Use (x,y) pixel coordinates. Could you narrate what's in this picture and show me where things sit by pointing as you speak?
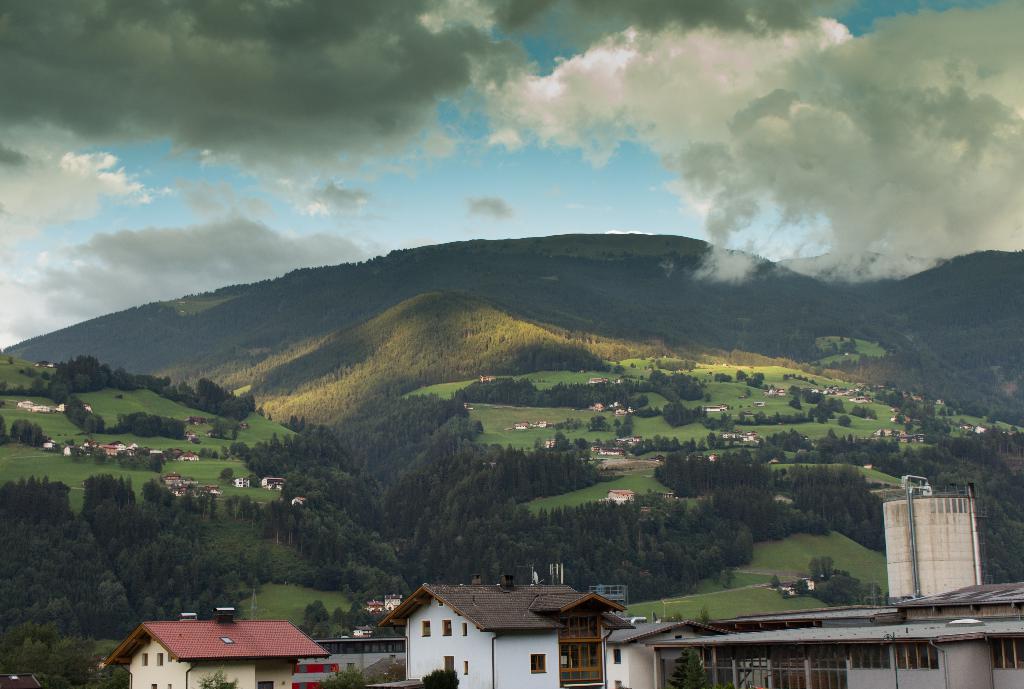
As we can see in the image there are trees (291,510), grass (138,399), houses (326,659) and hills (444,318). On the top (514,177) there is sky (523,136) and clouds (687,86).
